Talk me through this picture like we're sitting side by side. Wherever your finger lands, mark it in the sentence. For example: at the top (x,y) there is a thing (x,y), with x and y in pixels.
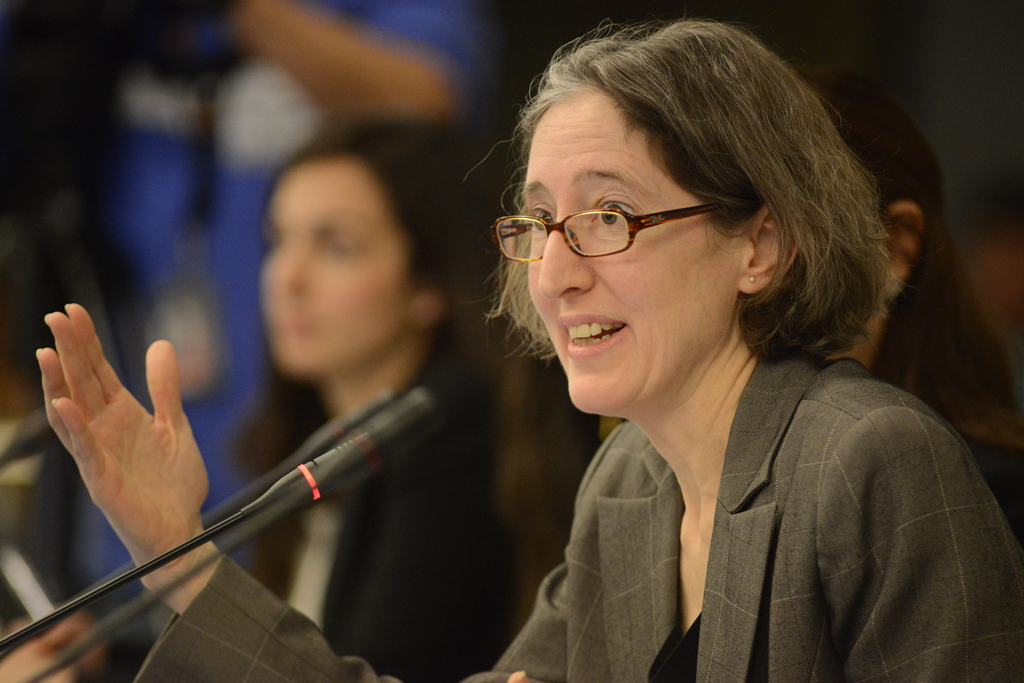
There is one woman (647,407) wearing a spectacle (593,240) is on the right side of this image (856,166). There is a mic (305,476) on the left side of this image (173,554), and there are some other persons (439,211) are sitting in the background (463,279).
